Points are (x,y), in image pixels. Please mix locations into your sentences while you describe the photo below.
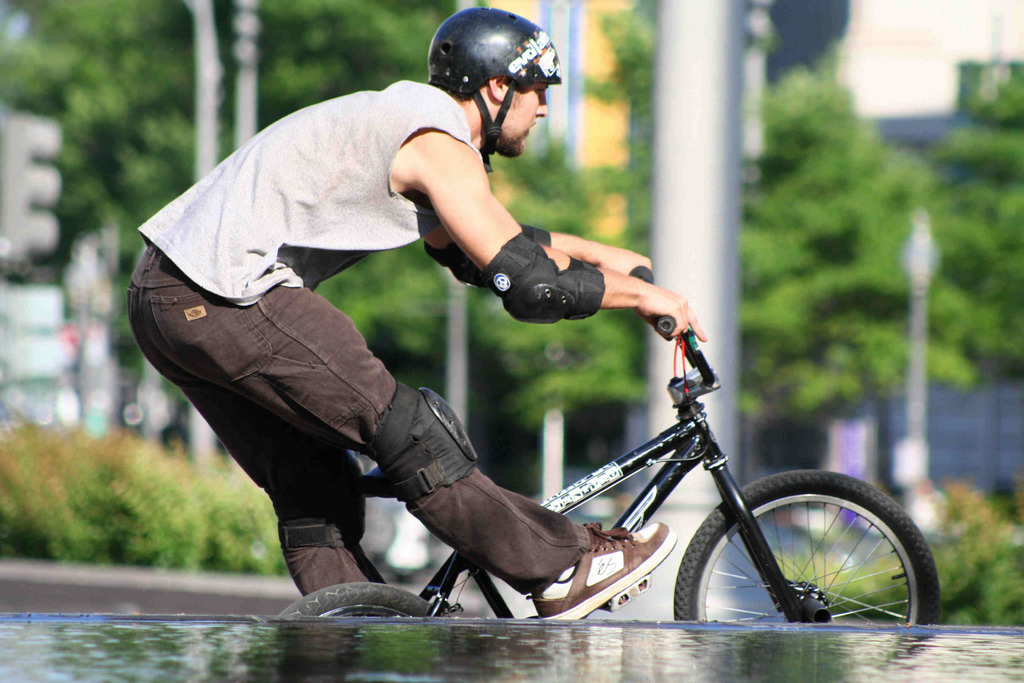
In the center of the image (374,398) there is a person (515,102) riding a bicycle (578,483) wearing a helmet (491,63). In the background of the image (766,142) there are trees (141,99) and poles (692,175). At the bottom of the image (528,629) there is water (476,674).
